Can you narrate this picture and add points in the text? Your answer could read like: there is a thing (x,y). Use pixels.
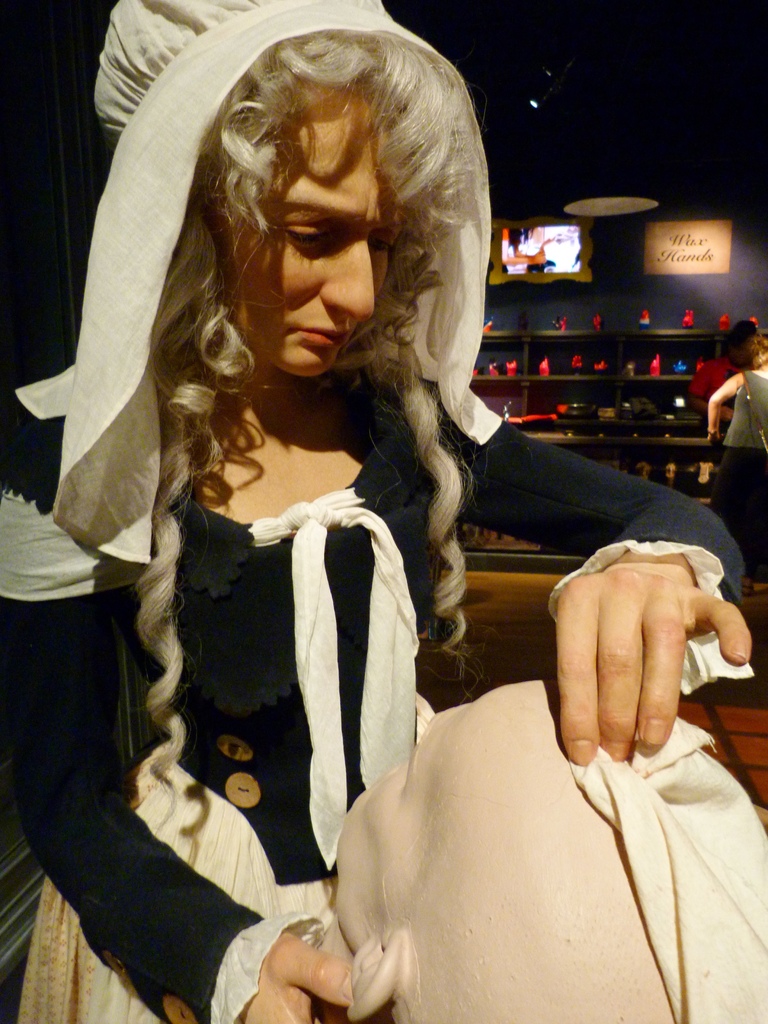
In this image we can see a lady (56,895) and an object (452,834). In the background of the image (490,396) there are shelves (637,432), name boards (702,258), persons (745,481), wall (733,218) and other objects (581,231). On the left side of the image (59,347) there is a black object (71,172).
